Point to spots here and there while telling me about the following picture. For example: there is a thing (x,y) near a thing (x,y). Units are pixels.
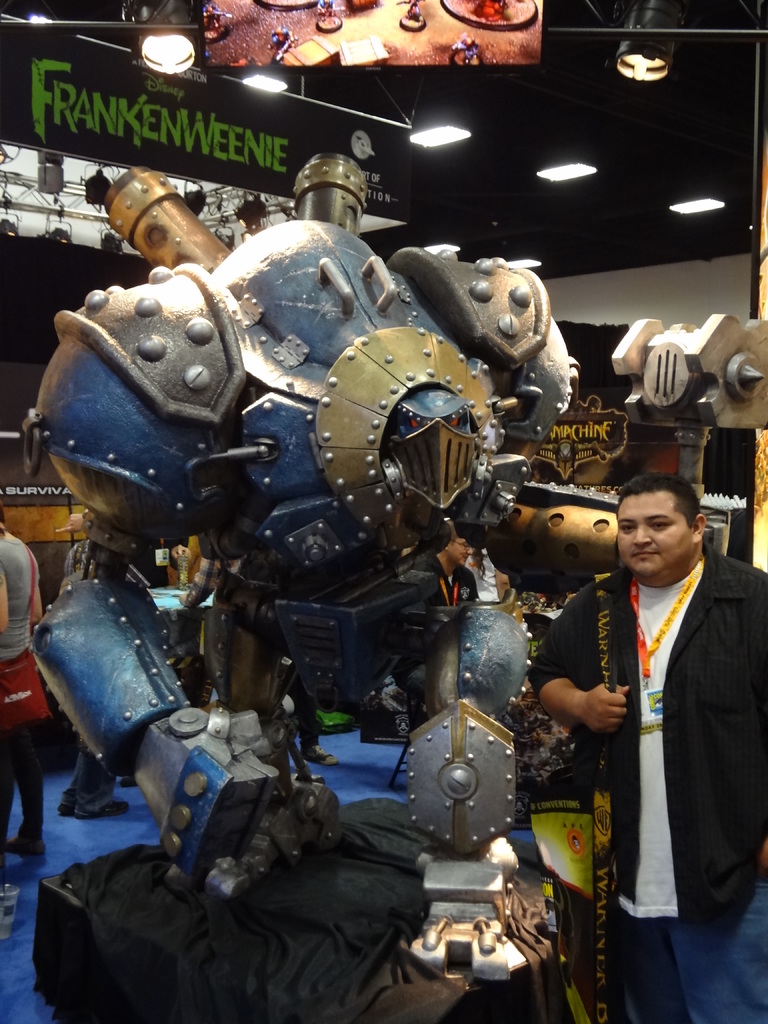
In this picture, it seems to be there is a robot (350,524) in the center of the image (498,676) and there is a man (621,695) who is standing on the right side of the image (564,708) and there are spotlights (168,60), lamps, and posters (262,167) in the image, there are people (12,568) in the background area of the image (41,582).
